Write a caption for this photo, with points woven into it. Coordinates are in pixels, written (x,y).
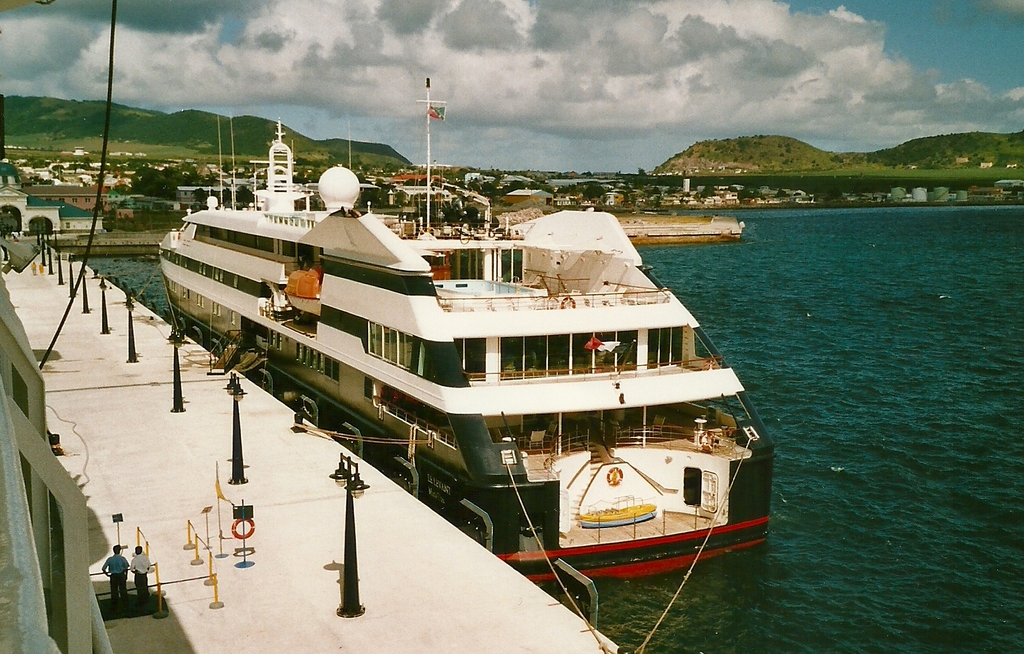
In this image I can see few trees (61,175), few buildings (61,188), light poles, poles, boat (435,440), few people (118,555), water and mountains (781,160). The sky (741,98) is in white and blue color.
